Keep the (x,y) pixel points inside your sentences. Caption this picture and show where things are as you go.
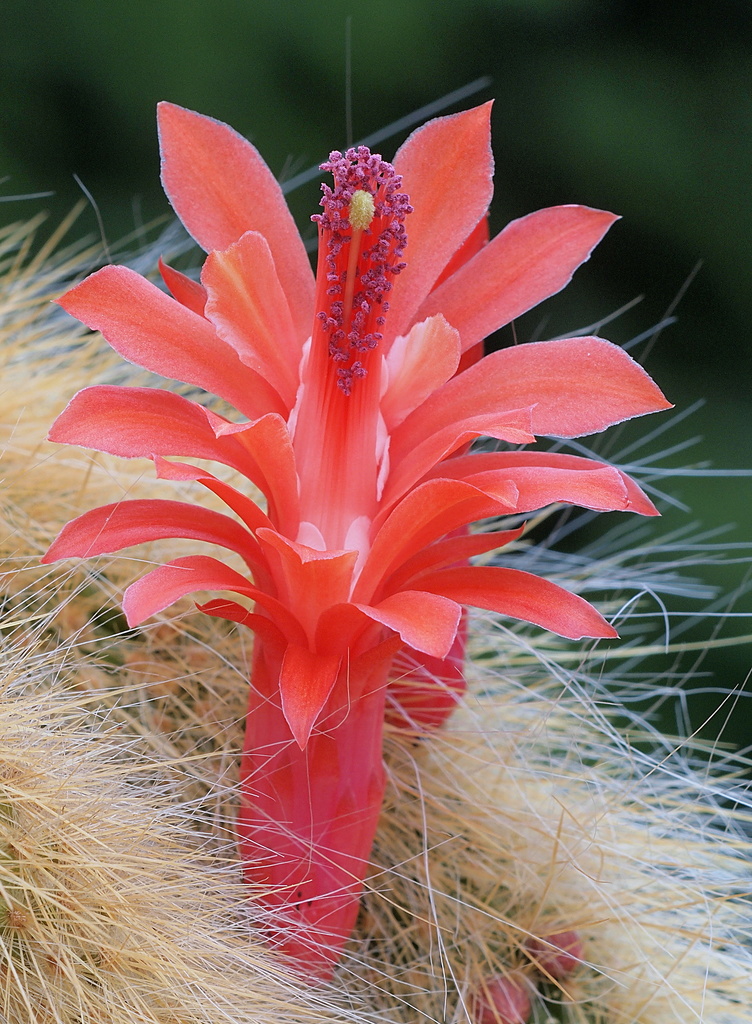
As we can see in the image in the front (394,264) there is a flower (407,362). The background (321,84) is blurred.
